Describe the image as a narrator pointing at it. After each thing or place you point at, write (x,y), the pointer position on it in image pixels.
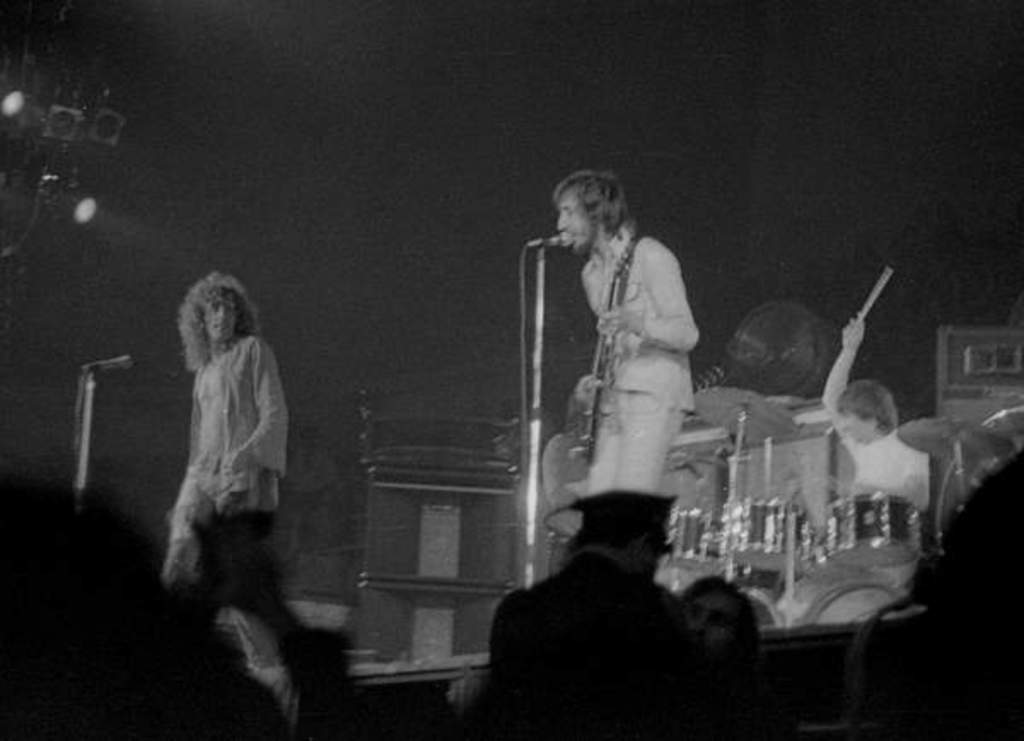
In the foreground (493,688) we can see the heads (42,656) of people (635,667). In the center of a picture there is a band (617,362) performing. Towards right (887,475) there is a person (876,397) playing drums (770,475). On the left (220,407) there is a person (220,407) standing and there is a microphone (85,410). In the center of the picture (631,291) is a person (631,291) playing guitar (578,454) and singing into microphone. In the background (372,536) there are speakers (376,570) and other musical instrument (679,519) and a person (876,460). At the top (454,111) it is dark and there are lights (105,123) also.
